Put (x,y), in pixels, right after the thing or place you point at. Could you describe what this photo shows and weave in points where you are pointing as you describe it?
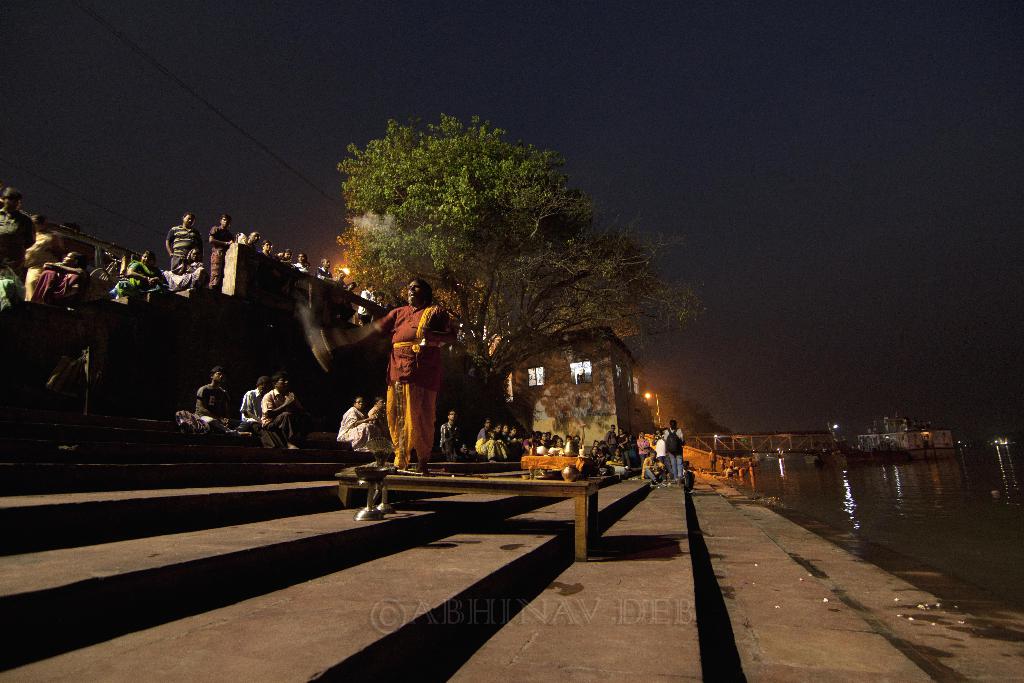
In the image there are many people (153,262) sitting on the steps (297,534) at the river bank (703,505) and on the right side (776,470) there is a river (877,478). In the background (495,355) there is a huge tree (486,297) and some lights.
